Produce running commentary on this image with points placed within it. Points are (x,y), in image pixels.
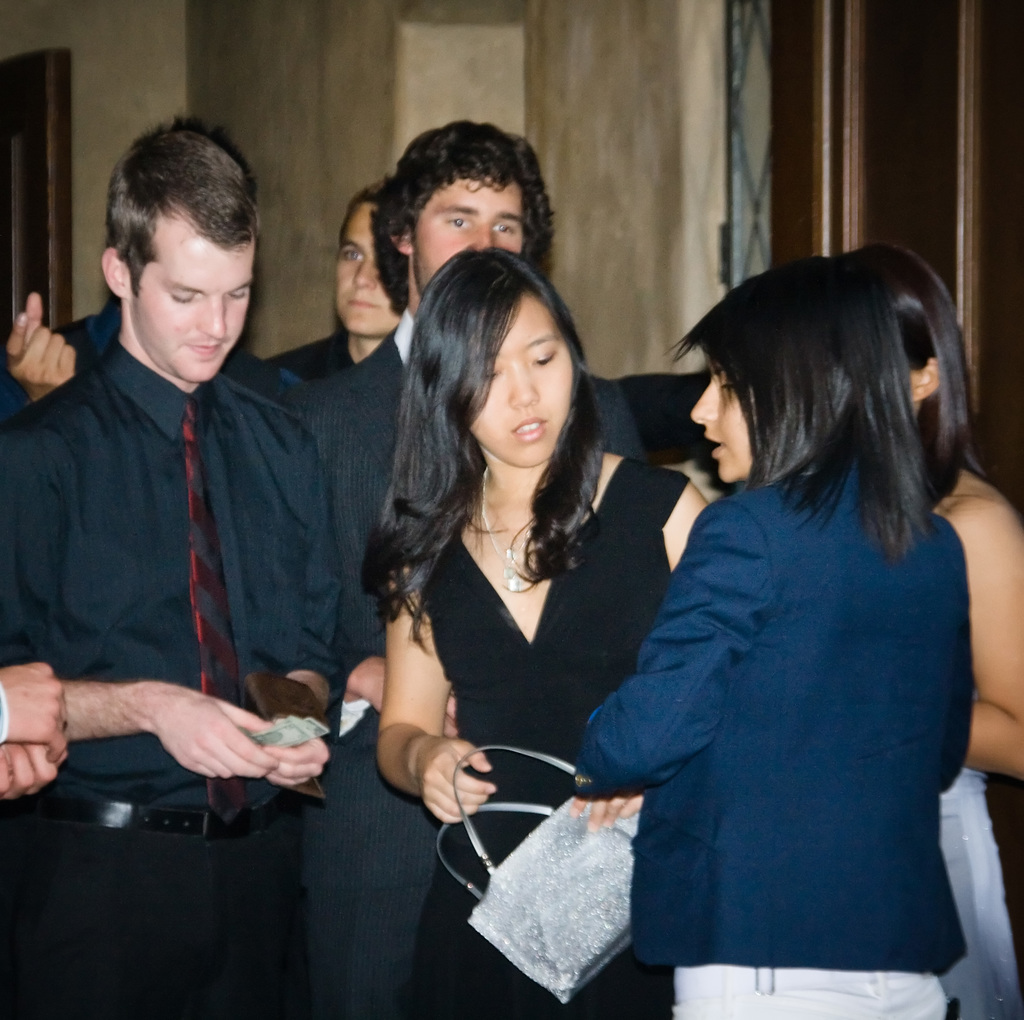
In this image, we can see a group of people (262,398) standing and wearing clothes (631,553). There is a person (500,618) in the middle of the image (470,607) holding a bag (560,839) with her hand (464,787). There is a person (310,606) on the left side of the image (310,606) holding money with his hands (237,723).
